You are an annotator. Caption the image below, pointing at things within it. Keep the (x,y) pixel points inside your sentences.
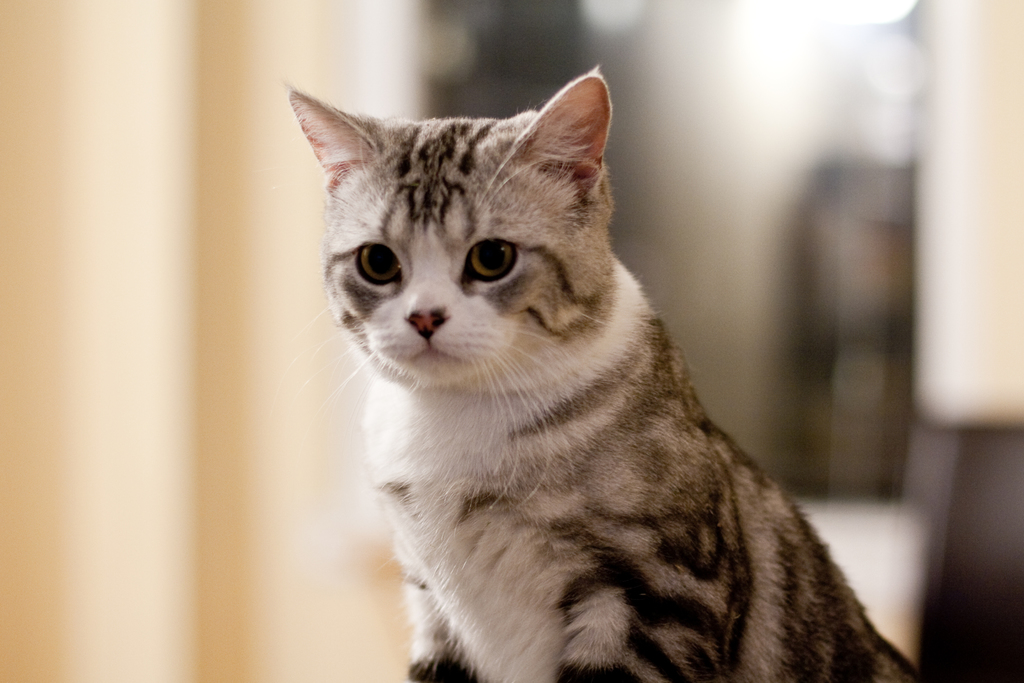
In this picture there is a cat (520,293) in the center of the image (373,389).
